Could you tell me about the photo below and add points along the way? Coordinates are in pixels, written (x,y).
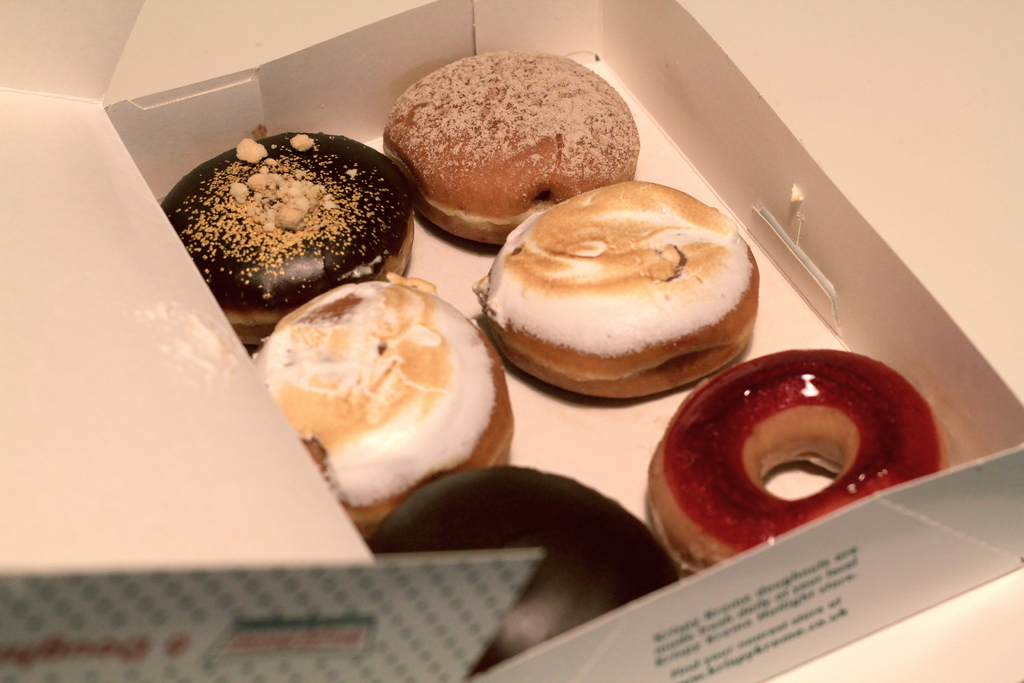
In the center of the image (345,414) we can see a platform (971,639). On the platform (971,639), we can see one box (523,425). In the box (874,301), we can see doughnuts (672,506). And we can see some text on the box (403,618).
